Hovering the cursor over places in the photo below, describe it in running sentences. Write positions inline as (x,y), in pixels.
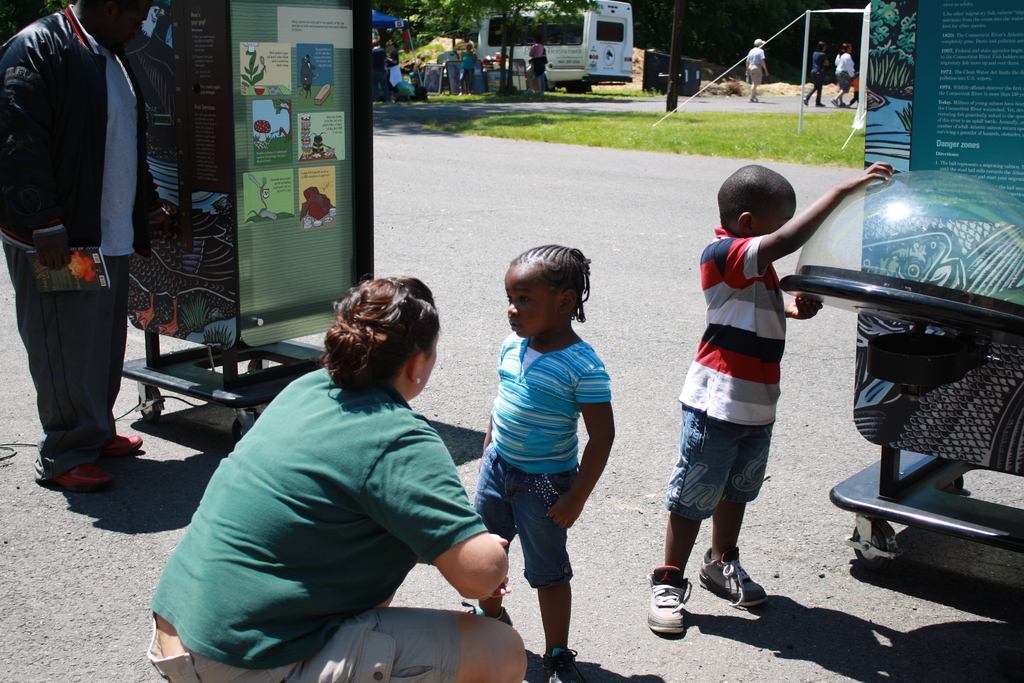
In this image on the road (808,334) there are few kids (606,441). There are few other people (37,220). There are stands (307,139) here. In the background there are few people (535,73), vans (584,67), trees (516,30) are there.
